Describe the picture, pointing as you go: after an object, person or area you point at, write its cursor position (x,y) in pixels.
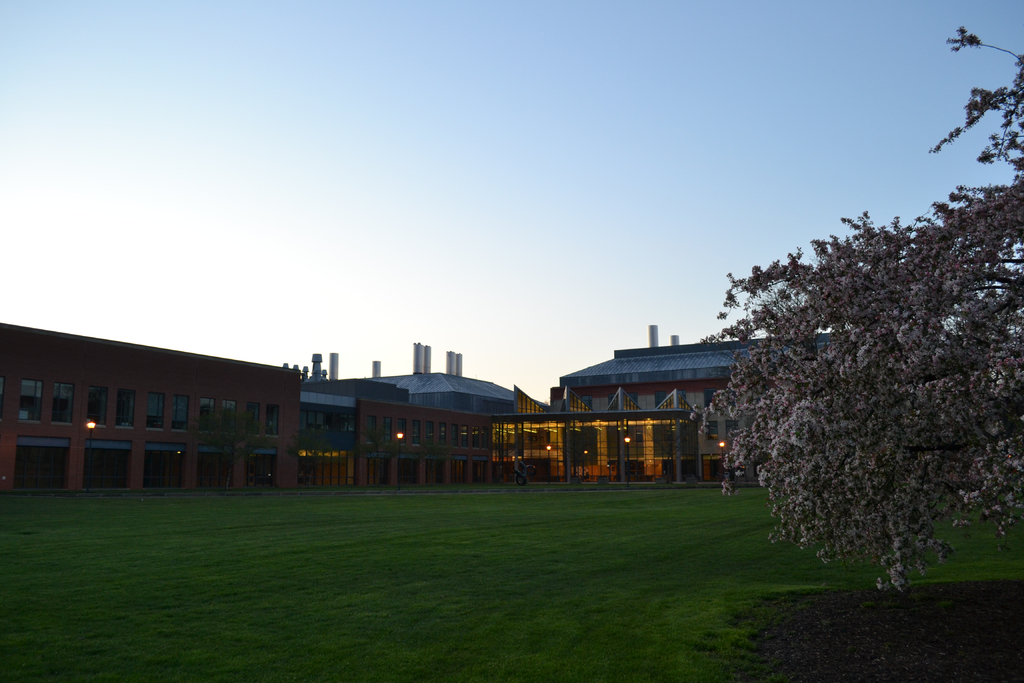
On the right (850,419) there is a tree (864,427). In the foreground (473,541) there is grass (632,530). In the middle of the picture (561,397) there are buildings (306,419). At the top (472,201) there is sky (292,271).
